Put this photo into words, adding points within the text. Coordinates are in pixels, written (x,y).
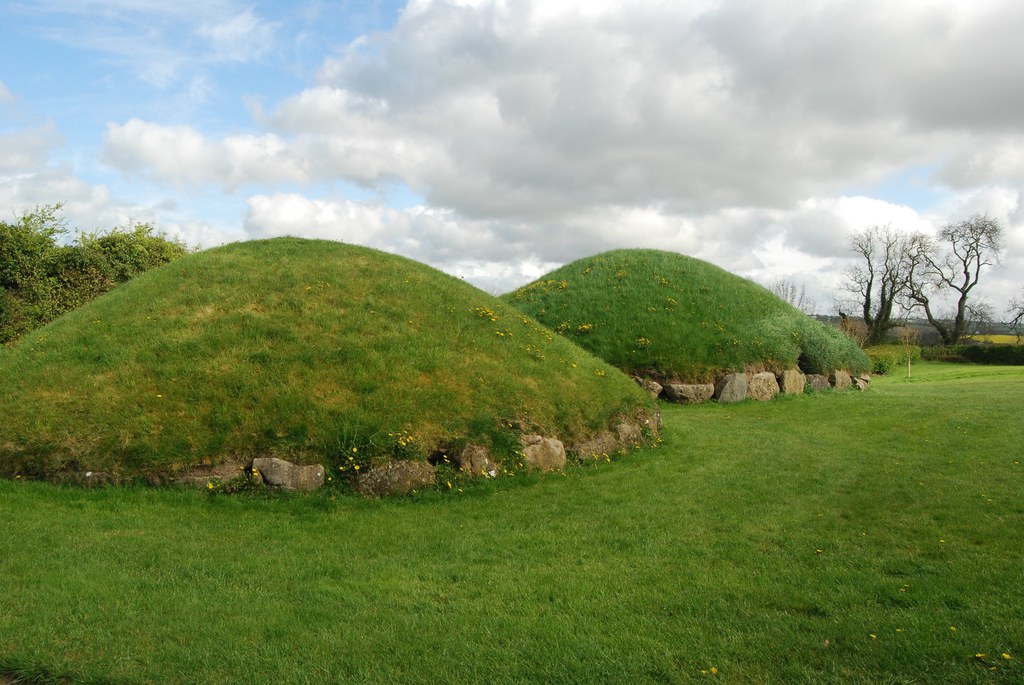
In this image I can see grass ground (601,490) in the front (603,533) and in the background (977,247) I can see few trees (977,247), clouds (946,131) and the sky (108,144).
